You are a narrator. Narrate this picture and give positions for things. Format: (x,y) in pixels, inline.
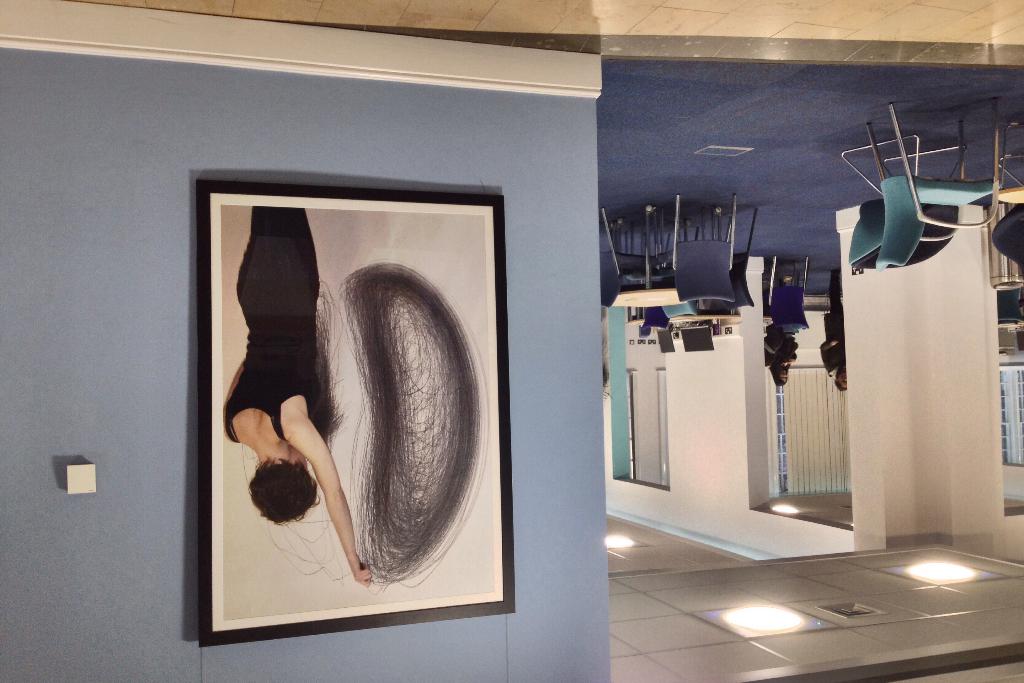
In this image, we can see the wall (88,623) with a frame (205,436) and some object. There are a few people (770,334), chairs (775,318), windows (823,369) and some tables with objects (1023,339). We can also see the ceiling (831,637) with some lights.
